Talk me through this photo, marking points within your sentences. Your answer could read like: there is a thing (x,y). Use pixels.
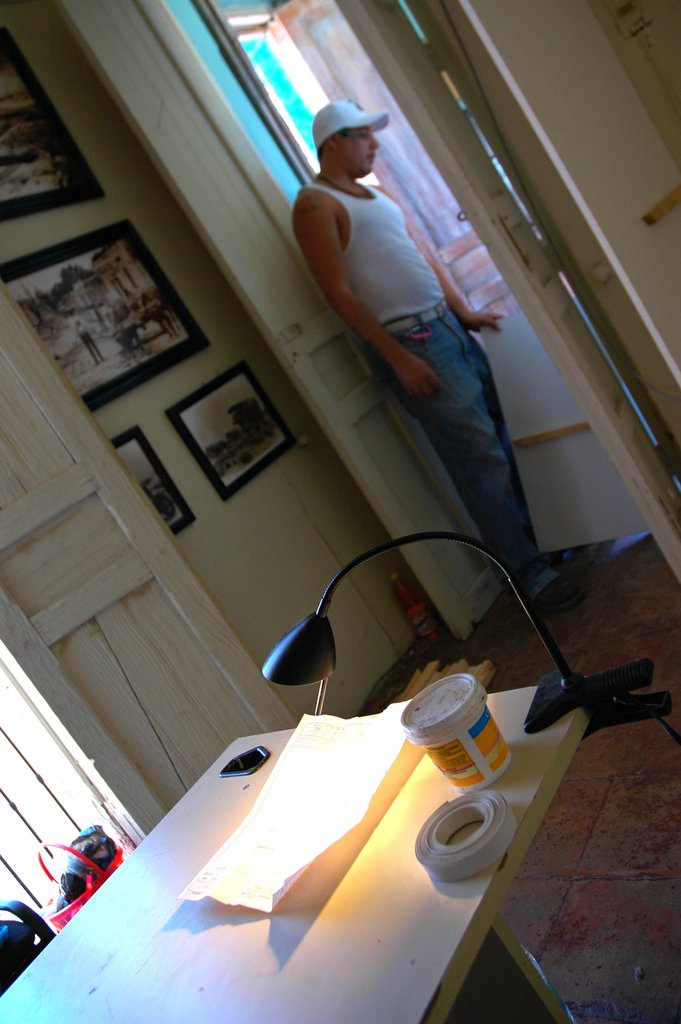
This image is clicked in a room (352,489). There is a person (426,416) standing near the door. There is a table (369,934) in the bottom (418,819) which has a box (477,695), paper (314,818), tape (429,826) and a lamp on it. There are photo frames (142,480) on the wall (205,521) on the left side (14,153).
